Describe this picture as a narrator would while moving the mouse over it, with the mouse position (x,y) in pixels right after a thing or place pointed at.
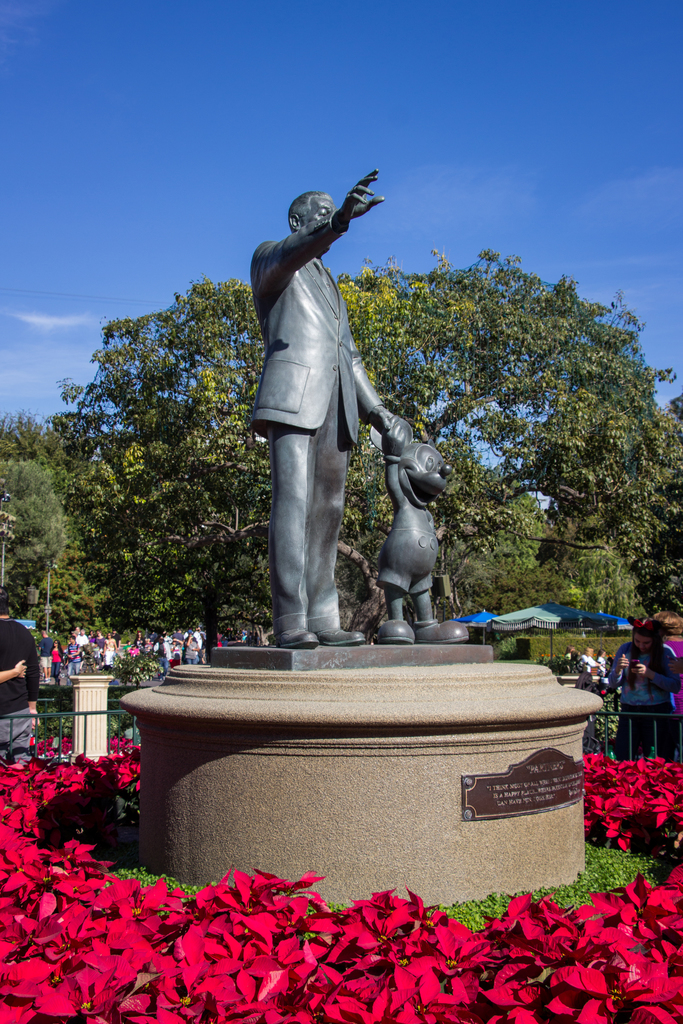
In the center of the image (284,523) there is a statue (295,215). At the bottom of the image (155,892) there are flowers (278,1018). In the background of the image (374,507) there are trees (642,395). At the top of the image (268,119) there is sky (403,95).
